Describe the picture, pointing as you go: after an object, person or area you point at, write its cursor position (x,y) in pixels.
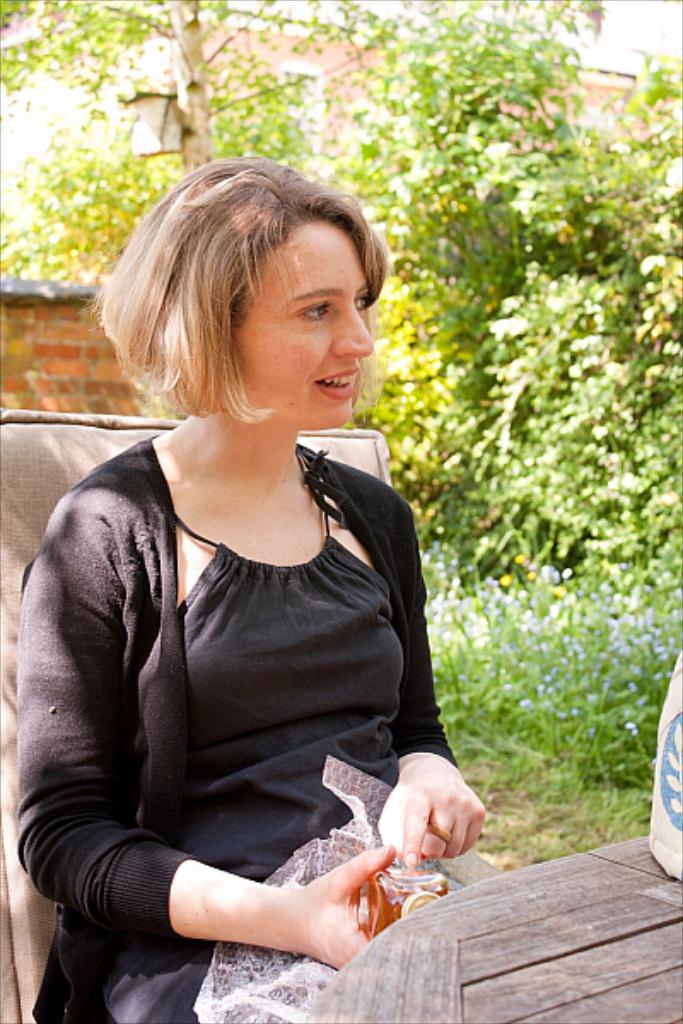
In this image in the front (415,962) there is a table (581,990) and on the table (561,891) there is an object (671,801) which is cream in colour. In the center (256,627) there is a woman (218,637) sitting on a chair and smiling and holding an object (382,879) in her hand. In the background (113,86) there are trees (518,330) and there's grass (622,728) on the ground (656,718) and there is a building (336,56).
